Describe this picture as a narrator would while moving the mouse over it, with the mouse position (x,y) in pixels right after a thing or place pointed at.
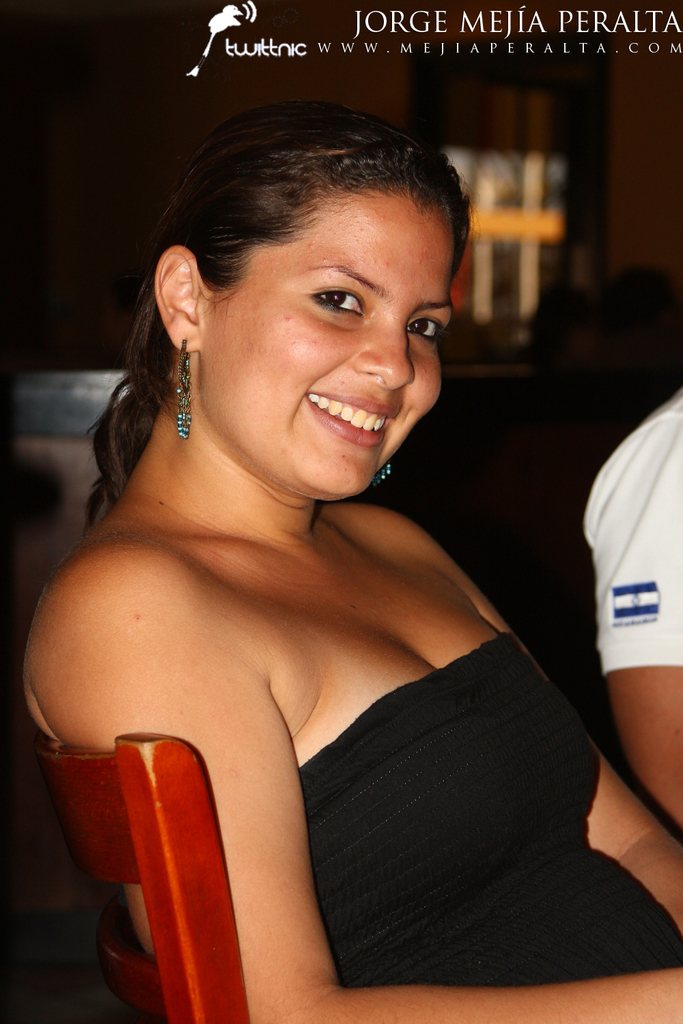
In the picture we can see a photograph (547,851) of a woman (246,568) sitting on the chair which is red in color and woman (639,995) is in black dress (496,684) and she is smiling and beside her we can see a person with a white T-shirt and in the background (34,29) we can see a wall (658,389) which is not clearly visible and on the top of it we can see a name Jorge Mejia Peralta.
